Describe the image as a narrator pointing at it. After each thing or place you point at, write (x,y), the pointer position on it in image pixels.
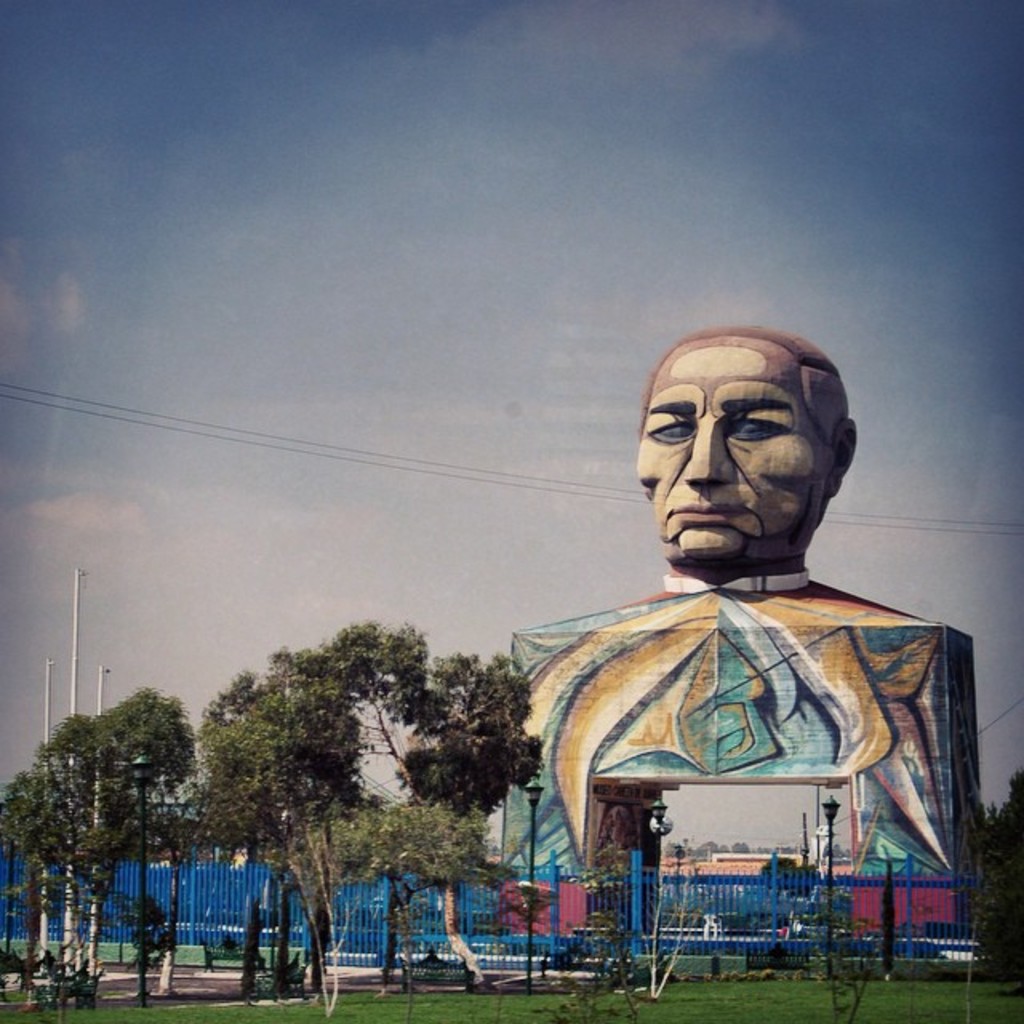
In this image we can see a statue (576,642) with some painting (749,655) on it. We can also see some street lamps (662,814), a fence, grass (579,999), a group of trees (336,887), poles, wires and the sky (409,228) which looks cloudy.
